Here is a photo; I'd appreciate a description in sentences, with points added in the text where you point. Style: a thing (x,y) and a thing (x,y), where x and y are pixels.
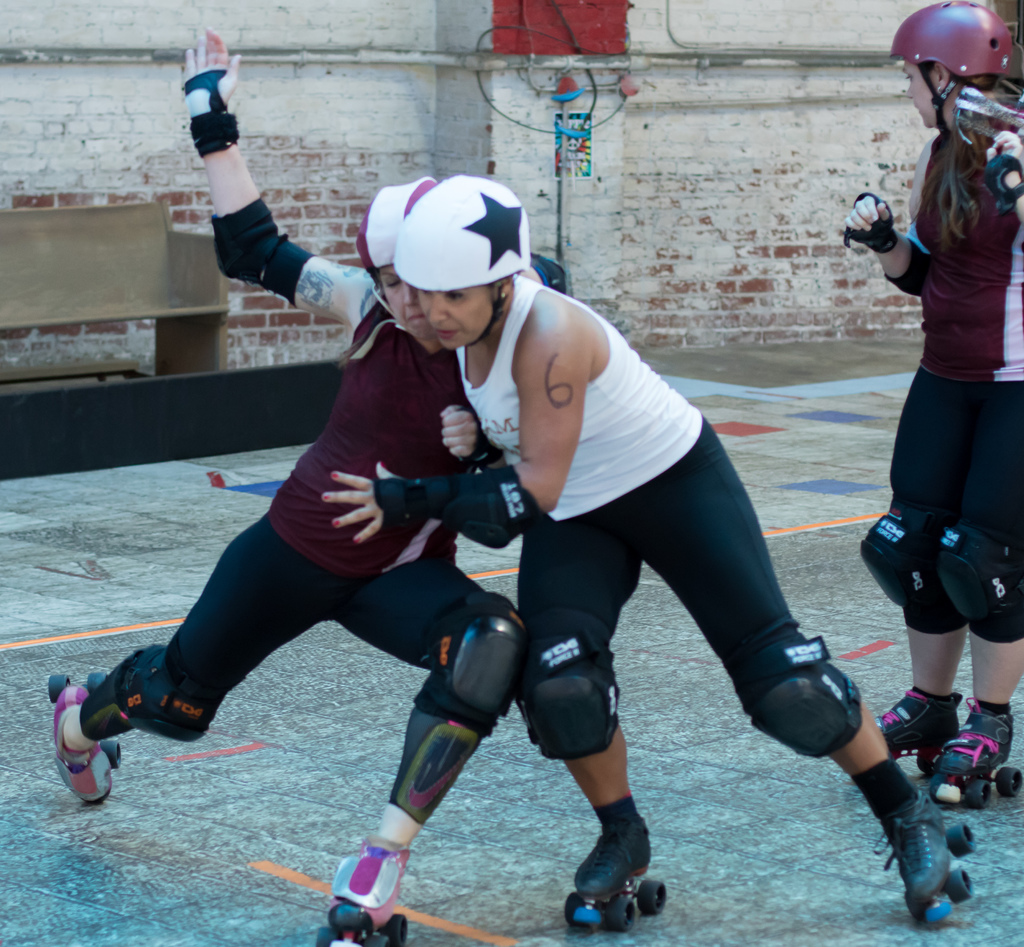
There are people (581,607) wore skating shoes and helmets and these two people (615,375) in motion. In the background (339,178) we can see wall (456,164), bench (152,220), poster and cable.
